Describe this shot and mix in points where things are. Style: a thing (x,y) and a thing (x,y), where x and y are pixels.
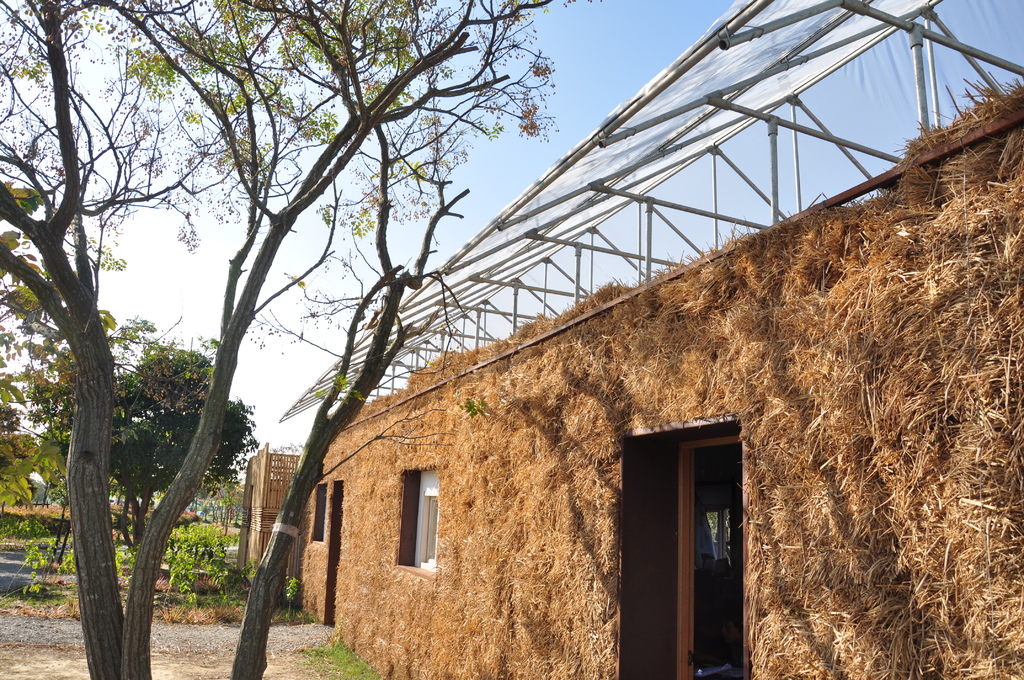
In the middle of the image (382,248) there are some trees (13,313) and there is a house (463,386). Behind them there is sky (31,21).
